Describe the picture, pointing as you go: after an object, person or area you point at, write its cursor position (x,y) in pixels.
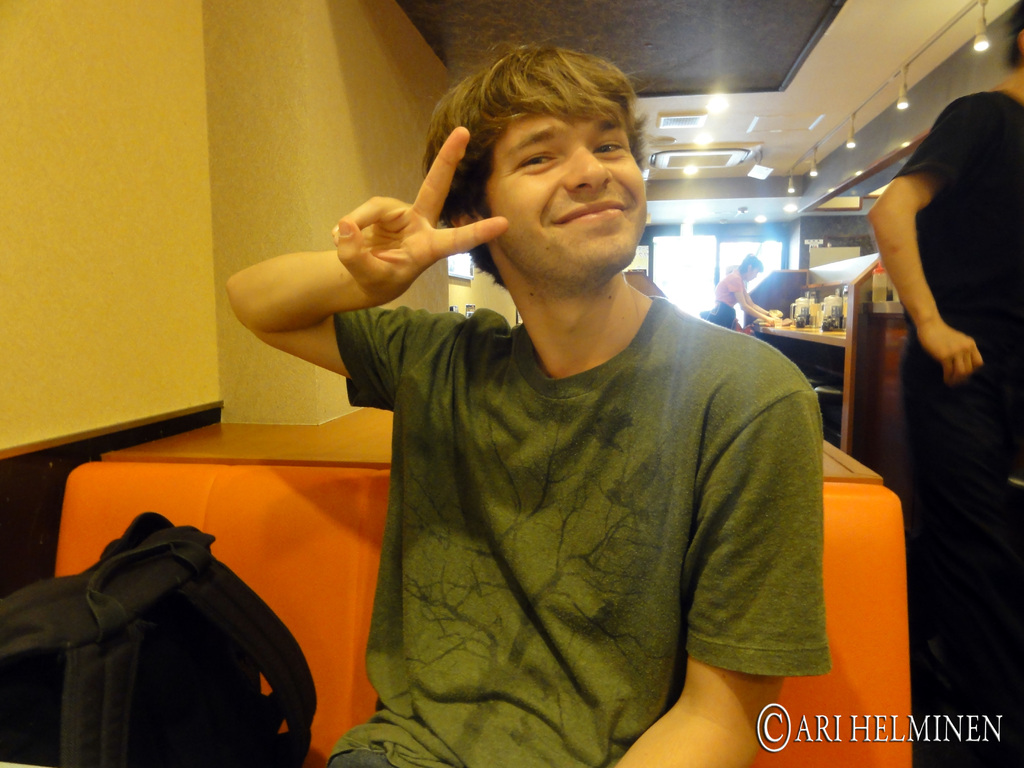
In this image I can see the person (542,461) with the green color t-shirt (540,561). To the left (139,612) I can see the black color bag (113,630). To the right (805,323) I can see two people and there are few objects (777,319) in-front of one person (720,307). I can see the lights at the top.
